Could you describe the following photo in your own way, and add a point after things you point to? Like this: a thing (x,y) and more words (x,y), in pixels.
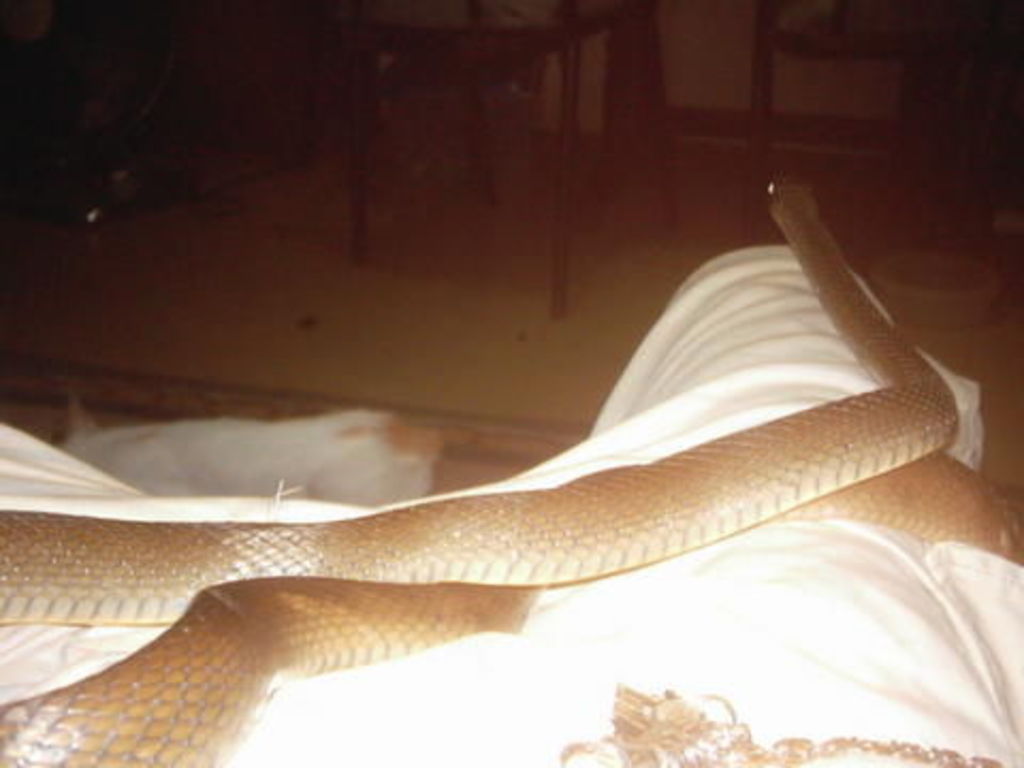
This image consists of a person (761,565). There is a snake (372,539) on that person (480,494).
